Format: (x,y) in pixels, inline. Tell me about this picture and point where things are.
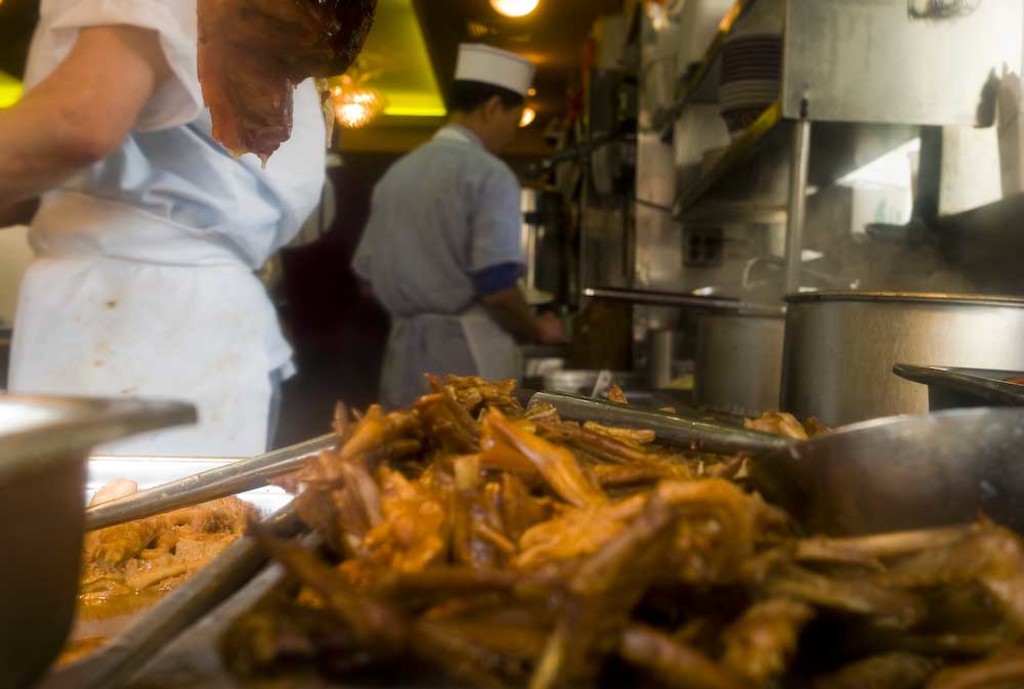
This image might be clicked in a kitchen (11,282). There are some eatables (407,511) at the bottom (630,586). There are spoons (857,468) in the middle (678,420). There are chefs (409,332) in the middle (426,259). They are wearing white dress (212,345) and cap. There are lights (352,79) at the top (356,116). There are bowls (921,402) on the right side (849,476).
